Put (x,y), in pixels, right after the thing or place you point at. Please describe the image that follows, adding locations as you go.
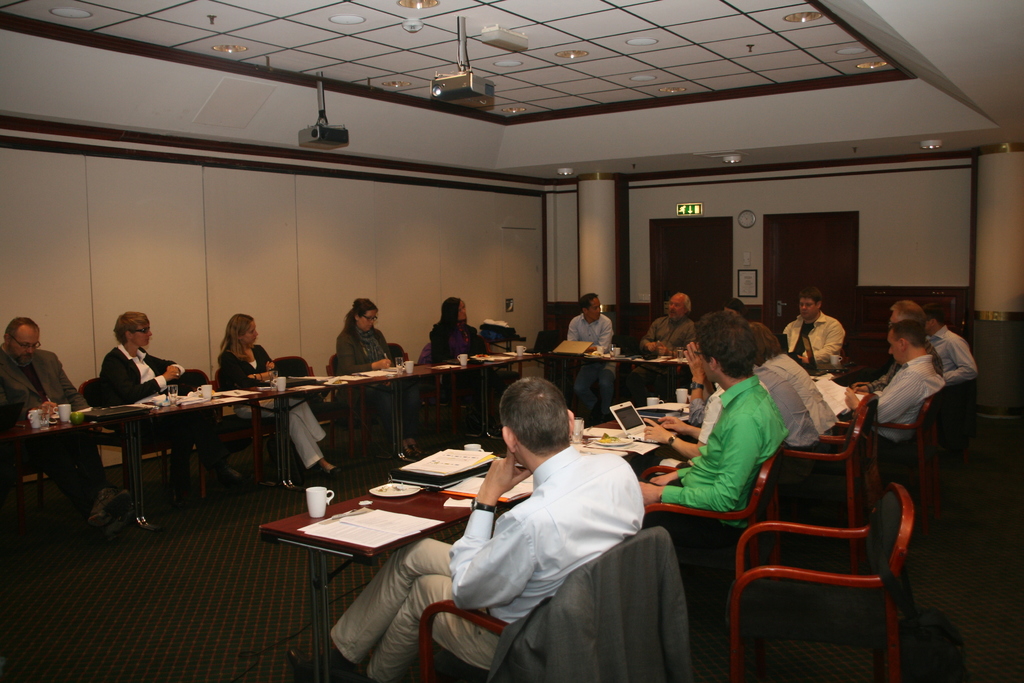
In this picture we can see some persons (394,648) are sitting on the chairs (741,630). This is the table (306,519). On the table (297,528) there is a cup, paper (372,528), book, and a laptop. This is the floor (196,596) and there is a wall (166,276). Here we can see projectors (435,95). On the background (666,238) we can see doors (795,261). And these are the lights (846,53).
